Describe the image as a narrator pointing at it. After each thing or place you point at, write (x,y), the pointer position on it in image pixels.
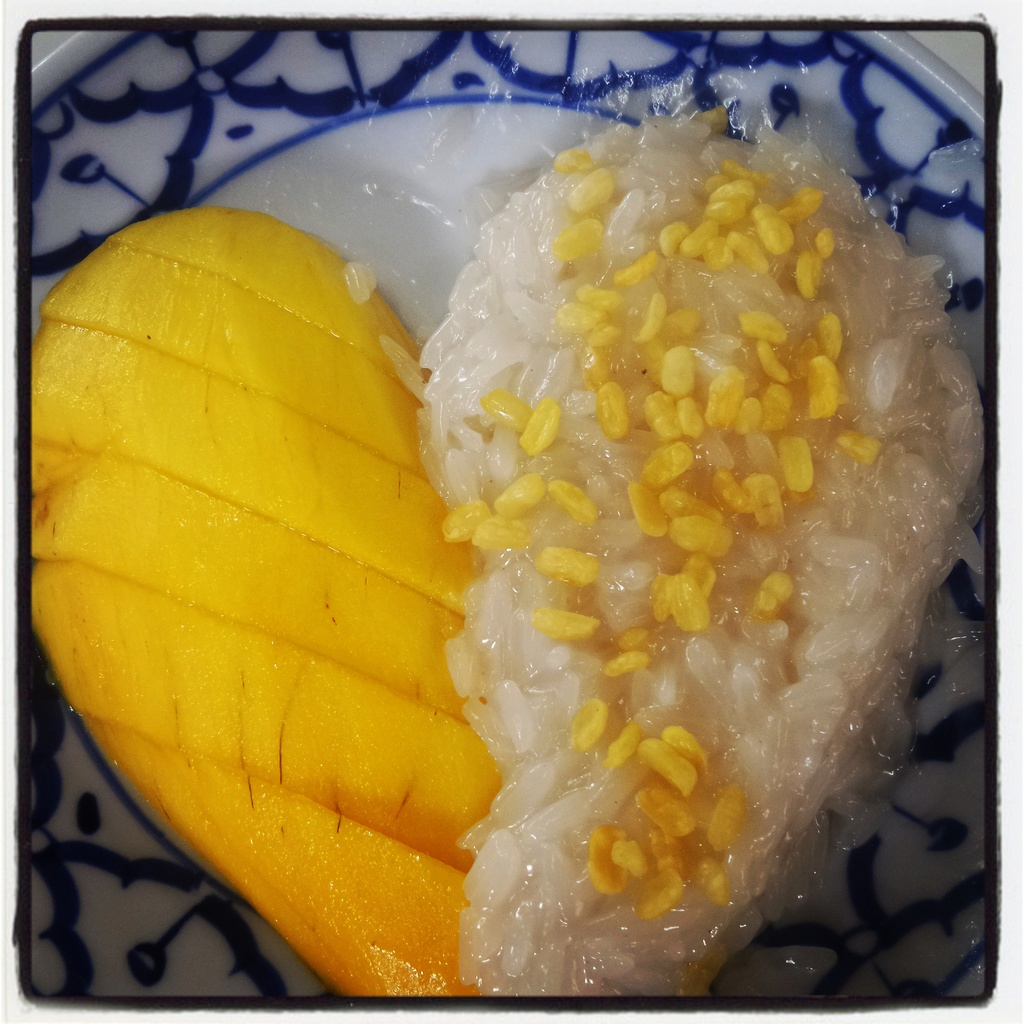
In this picture, we see a white plate (349,176) containing food (276,475). The food (294,531) is placed in the heart shape. This might be an edited image.
